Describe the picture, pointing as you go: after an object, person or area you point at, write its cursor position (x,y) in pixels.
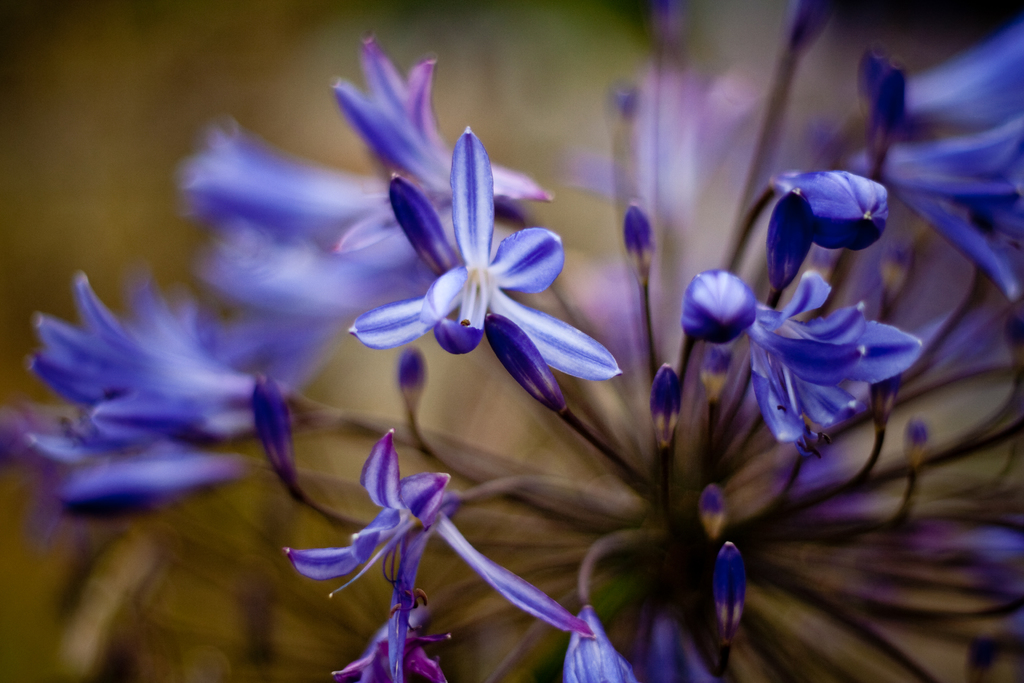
Here in this picture we can see flowers (470,308) present.
